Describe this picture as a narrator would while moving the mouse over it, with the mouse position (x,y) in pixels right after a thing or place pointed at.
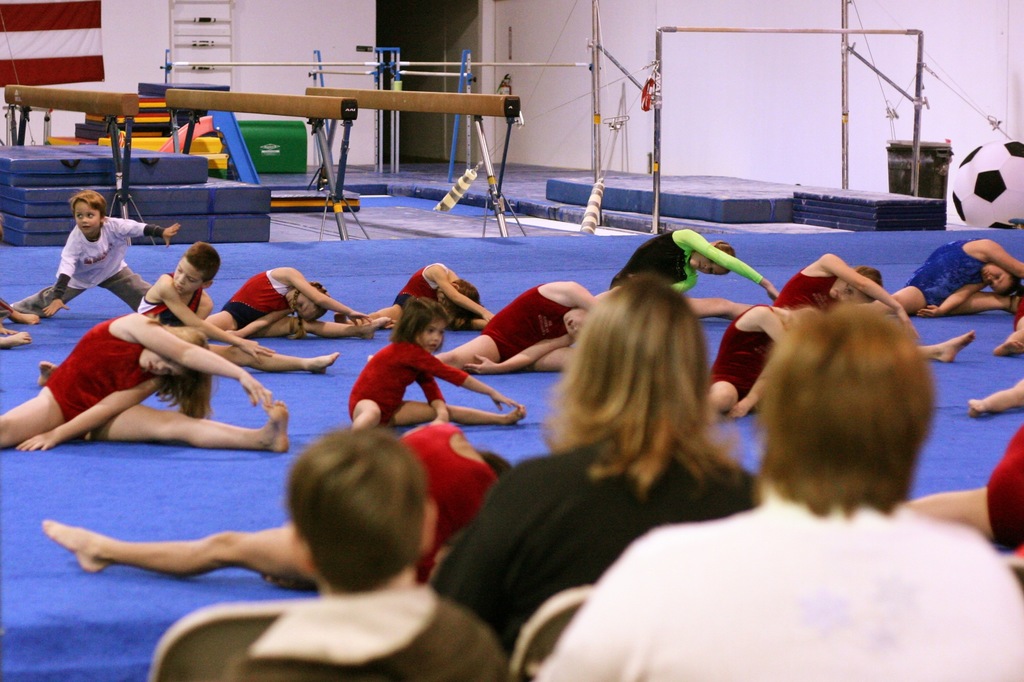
In this image, there are group of people (582,315) doing exercises. There are three persons (583,667) at the bottom of the image (396,656) wearing clothes (390,647). There are balance beams (318,90) in the top left of the image (260,94). There is a ball (975,191) in the top right of the image (986,176).
